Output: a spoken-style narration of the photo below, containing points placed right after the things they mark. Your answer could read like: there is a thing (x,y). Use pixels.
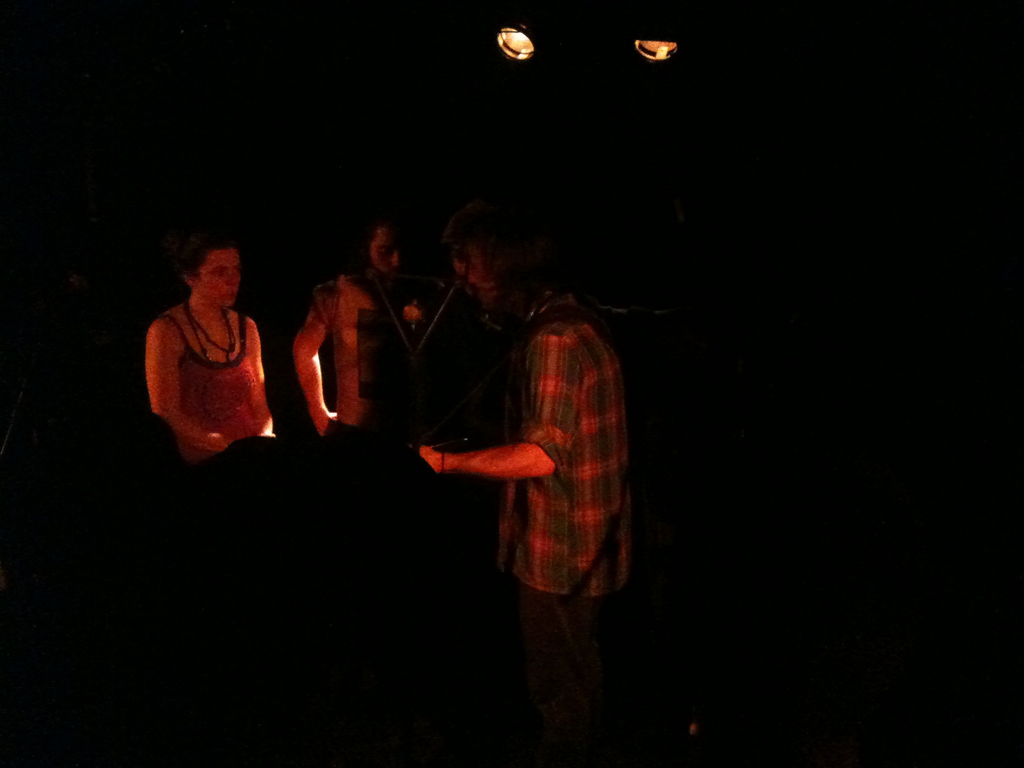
This picture is taken during the night time. In this image we can see that there are three persons (401,370) in the middle (347,331). At the top (615,50) there are two lights (648,51).
